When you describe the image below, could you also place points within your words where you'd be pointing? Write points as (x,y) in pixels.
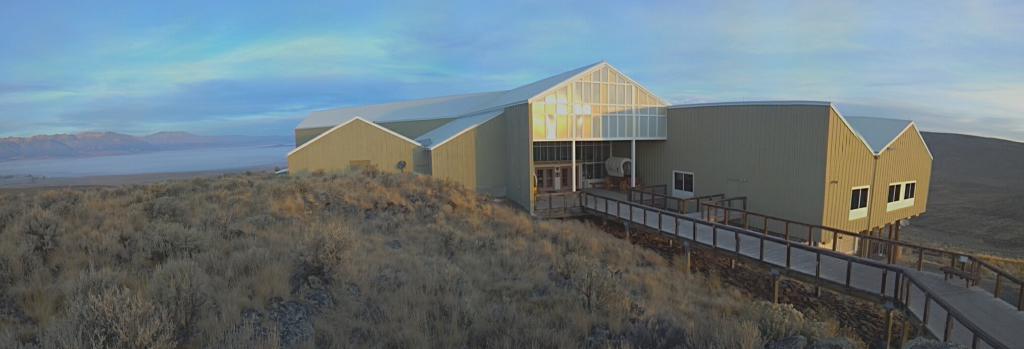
In the image, there is a big house (546,115) and beside the house (354,140) there are a lot of plants (310,259) and the house (342,149) is constructed on a hill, there is a bridge way (703,231) in front of the house (809,188).
